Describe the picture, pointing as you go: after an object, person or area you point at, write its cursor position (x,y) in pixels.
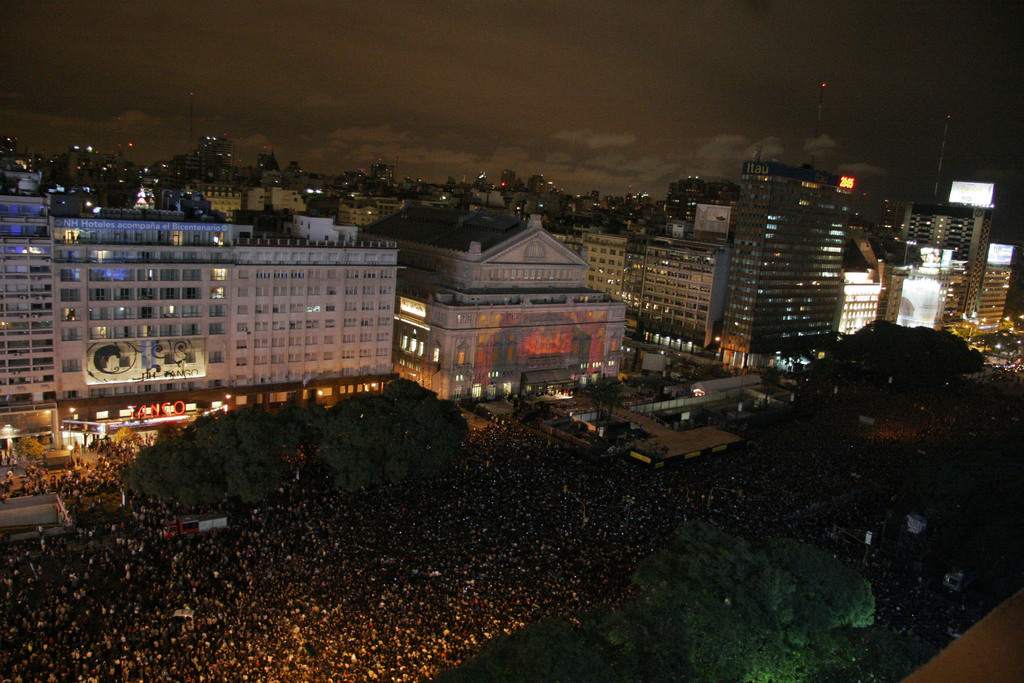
In this image we can see there are buildings (737,295) with lights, in front of the building (289,285) we can see there are many people (502,438) on the ground (502,438) and there are trees (681,610). At the top (529,99) we can see the sky (592,115).
